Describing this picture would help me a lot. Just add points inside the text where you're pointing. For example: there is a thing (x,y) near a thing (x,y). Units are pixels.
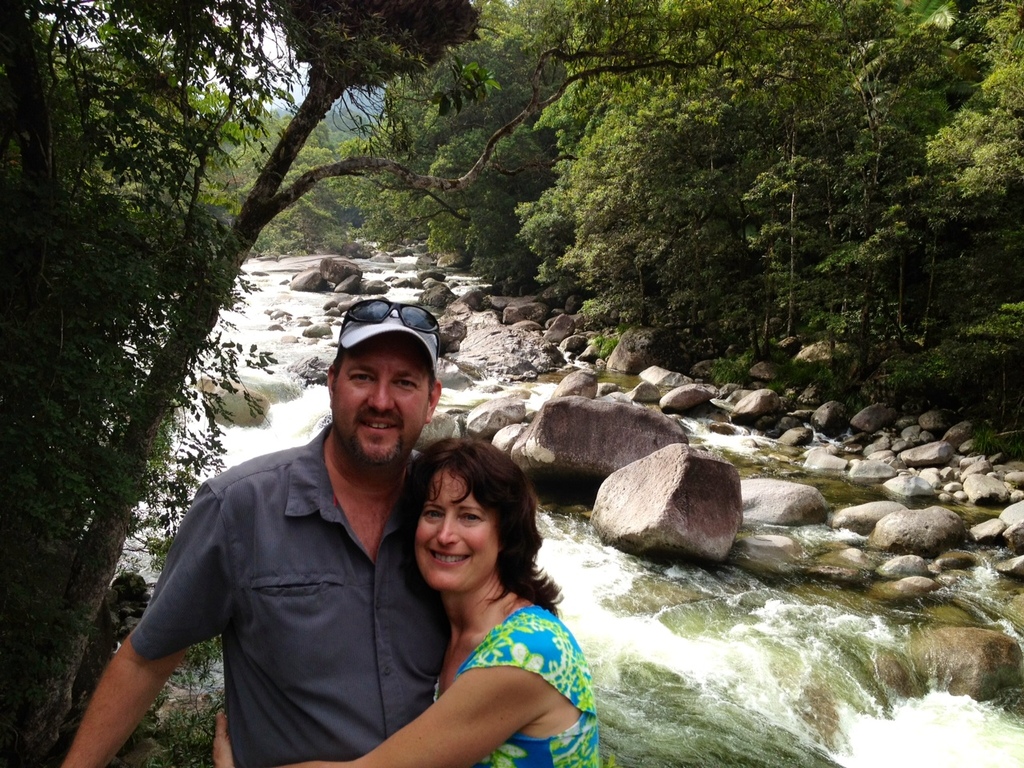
In this image, we can see two persons (340,577) wearing clothes (287,591). There is a canal (284,335) in between trees (193,273).
